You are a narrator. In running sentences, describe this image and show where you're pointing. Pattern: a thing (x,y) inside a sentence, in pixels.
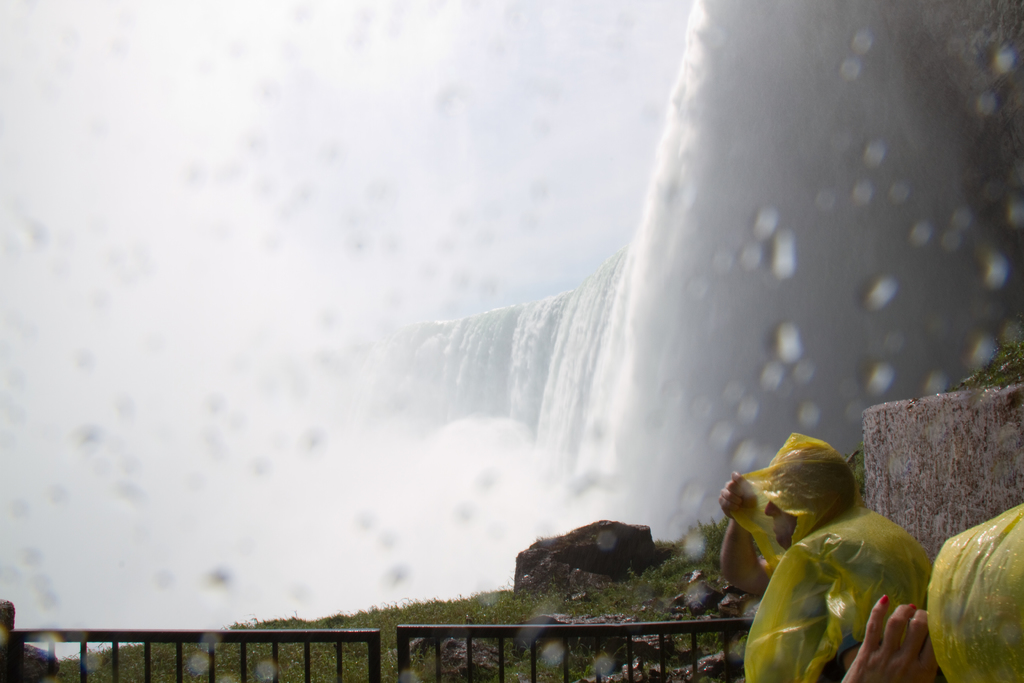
In this image there is a water fall (657,460) in-front of that there is a fence (684,635) where I can see people (820,562) standing.
